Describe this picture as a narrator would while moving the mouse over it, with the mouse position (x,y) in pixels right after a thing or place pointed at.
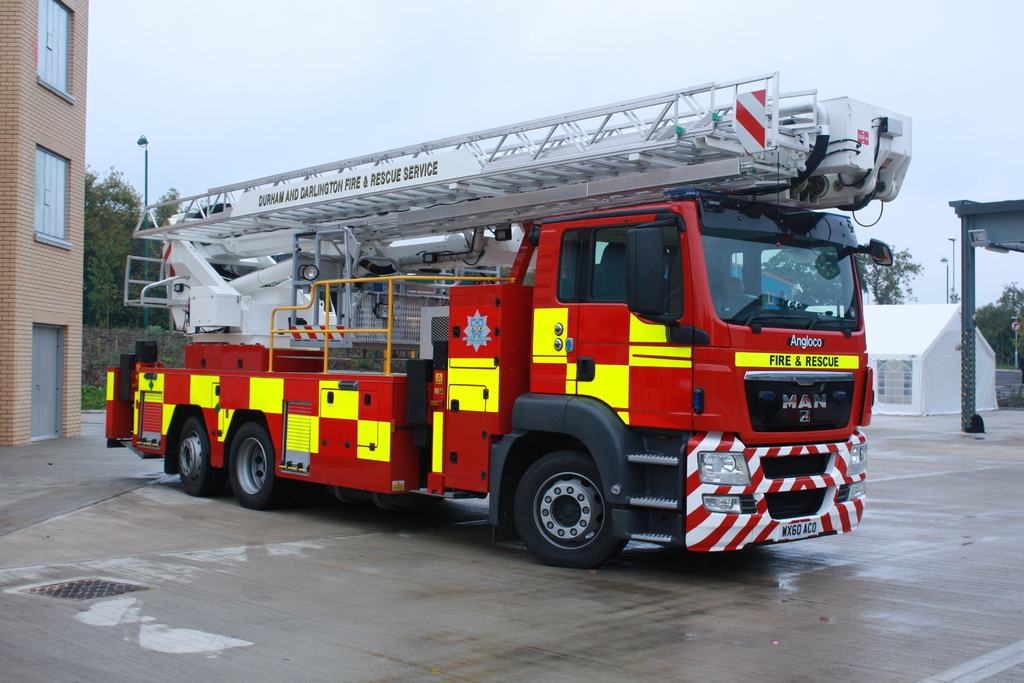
In this image there is a vehicle (501,161). On the left side of the image (52,319) there is a building (68,321) and trees (104,297), on the right side of the image (948,389) there is a metal structure (968,401) and a tent house (911,354). In the background (894,272) there are trees (891,283) and the sky (822,11).
